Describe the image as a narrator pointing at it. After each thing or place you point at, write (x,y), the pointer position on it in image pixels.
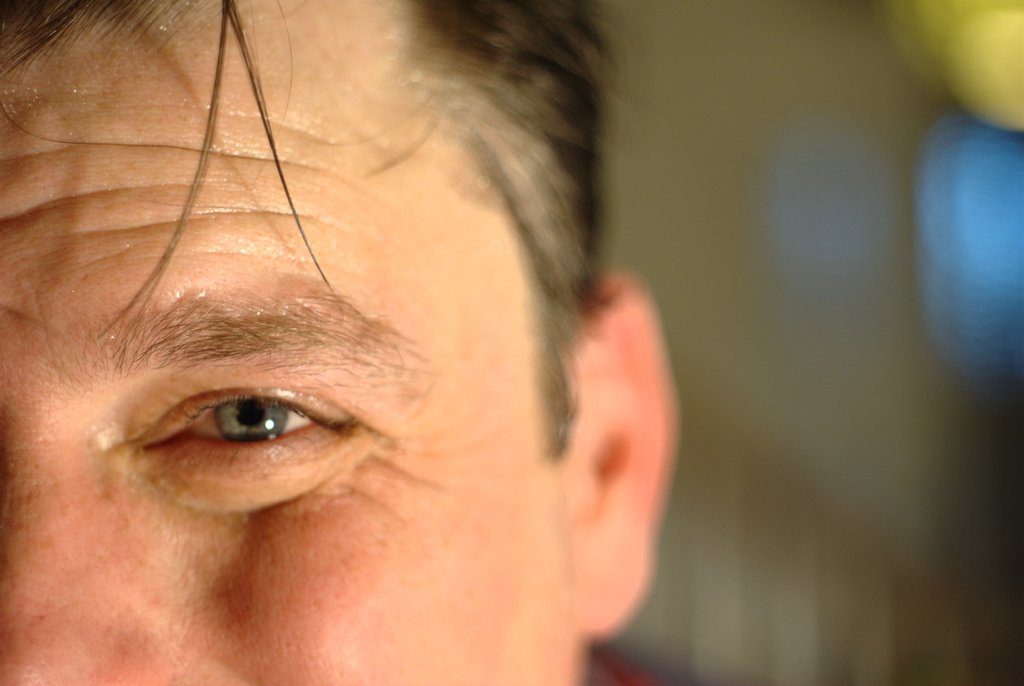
Here on the left (292,393) we can see a person face (321,380) and in the background (808,288) the image is blur.
